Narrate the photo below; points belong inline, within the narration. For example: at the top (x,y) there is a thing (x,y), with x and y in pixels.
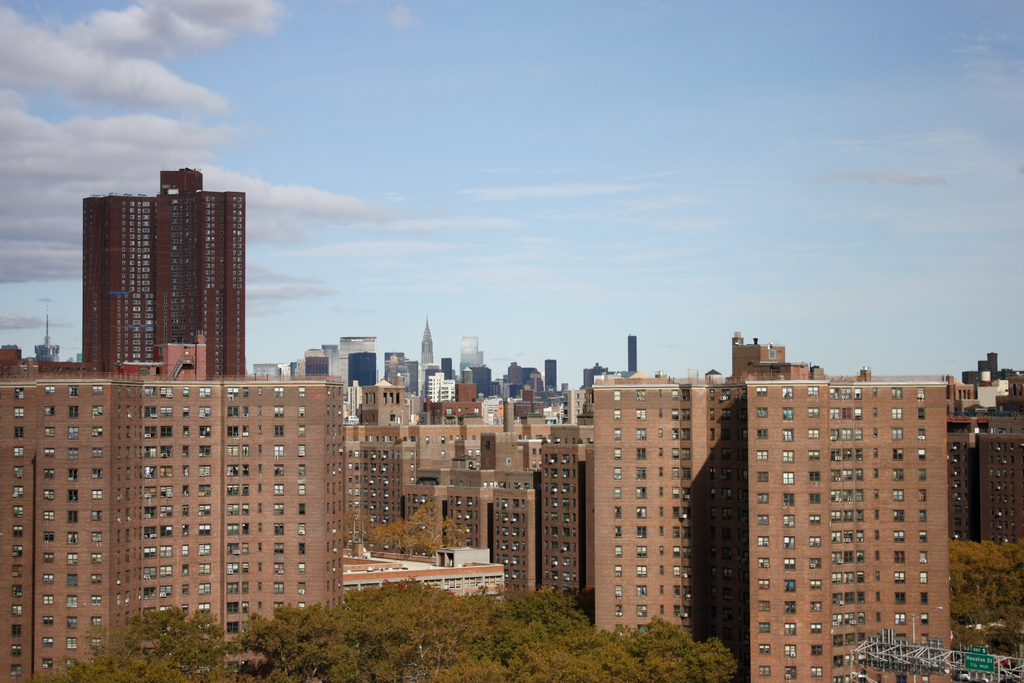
In this picture I can see many buildings (882,448), skyscrapers (330,373) and towers (242,337). At the top (351,139) I can see the sky (420,113) and clouds (480,223). At the bottom (283,665) I can see many trees (288,613).
